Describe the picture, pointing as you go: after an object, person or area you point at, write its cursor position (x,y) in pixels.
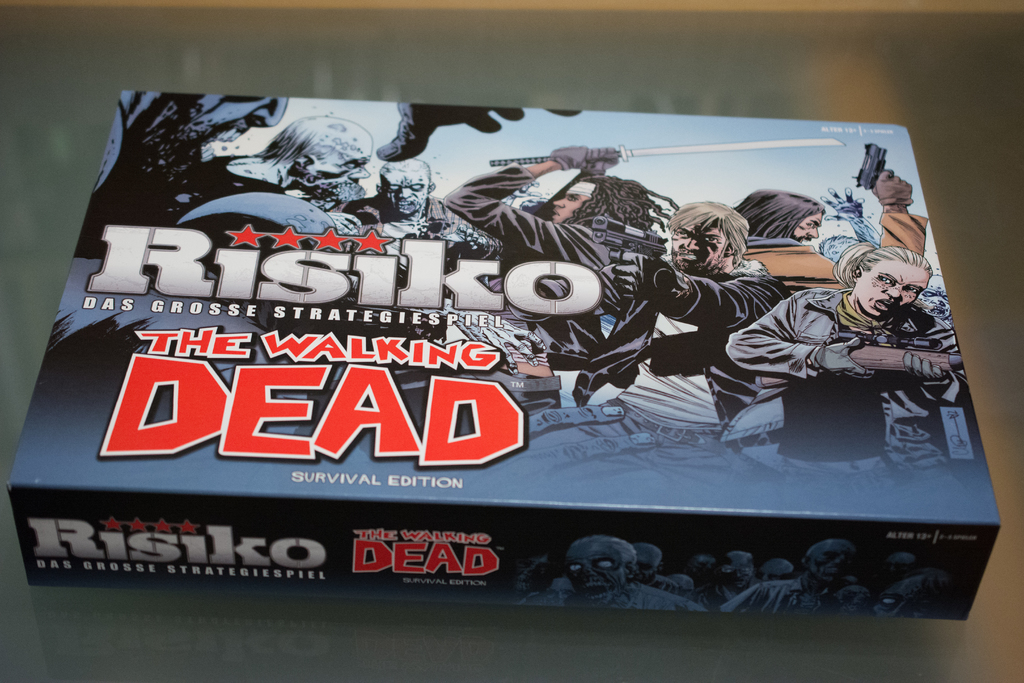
In this picture there is a box (544,209) and there are pictures (690,302) of group of people (928,409) on the box (629,364) and there is text (480,413). At the bottom (584,663) it might be table (72,158) and there is a reflection (145,603) of box (317,551) on the table (312,642).
